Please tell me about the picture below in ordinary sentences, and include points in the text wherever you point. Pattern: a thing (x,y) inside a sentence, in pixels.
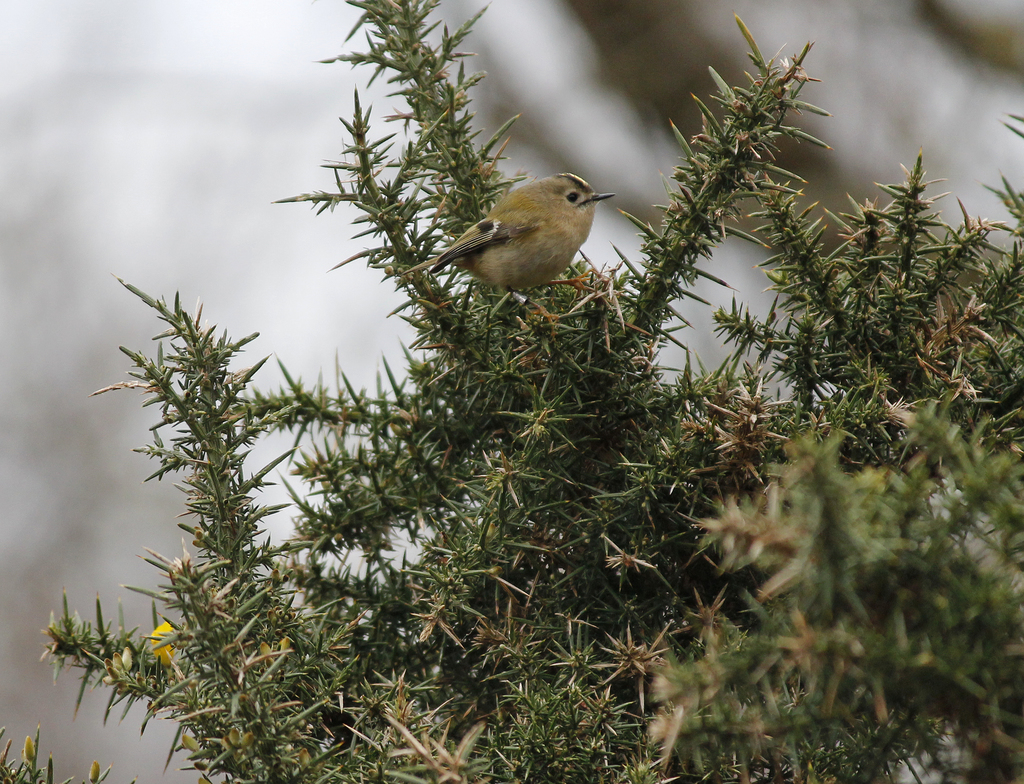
There is a bird (567,221) on a tree (553,531). In the background (132,504) it is blurred.
